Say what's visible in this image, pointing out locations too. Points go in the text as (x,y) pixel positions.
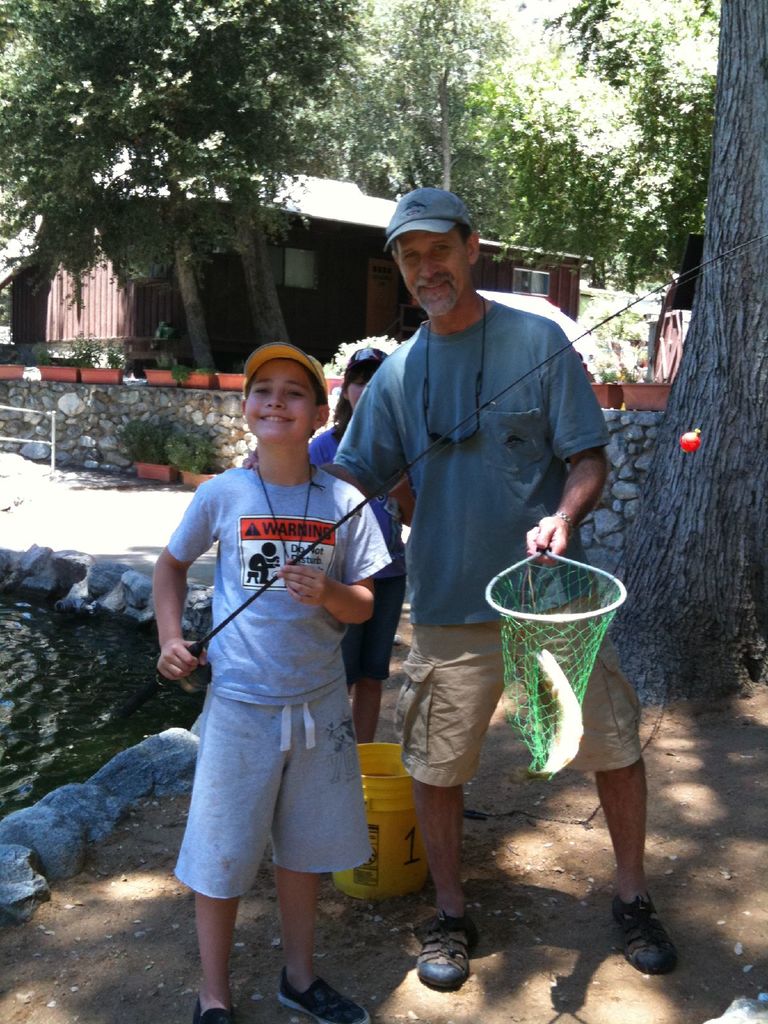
There is a boy (280,579) wearing a cap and holding a fishing rod (364,504). Near to him a person (475,400) is holding a net (509,628) with fish (543,676). Also wearing a cap (426,214). On the left side (103,650) there is a pond (103,676) with stones (89,596) on the side. In the background (194,246) there is a building (303,216), trees (163,220), pots (8,379) with plants (96,353), brick wall (76,423). Also there is a child (398,509) in the back (395,539). And there is a yellow bucket (395,851) on the ground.
